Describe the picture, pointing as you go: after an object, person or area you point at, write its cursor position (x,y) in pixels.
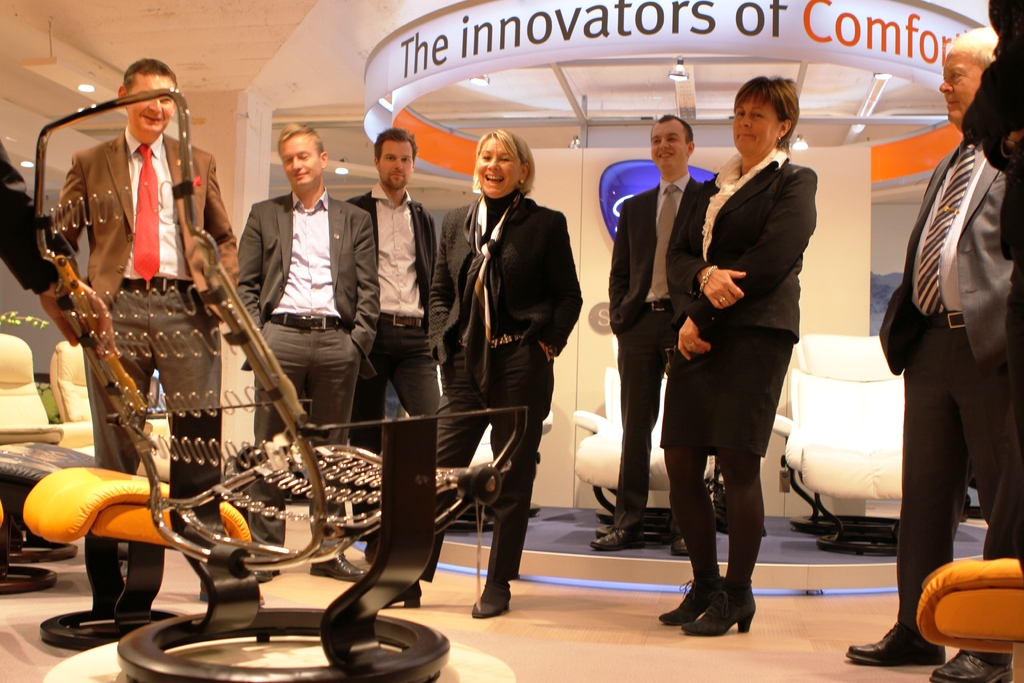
In the center of the image (515,382) we can see a few people (522,351) are standing and they are in different costumes (403,305). And we can see they are smiling. On the left side of the image (92,305), we can see the hand (108,338) of a person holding a chair (233,465). At the bottom right side of the image (968,621), we can see an object (993,592). In the background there is a wall (601,228), board (555,49) with some text (839,37), chairs (861,338), lights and a few other objects (908,169).
